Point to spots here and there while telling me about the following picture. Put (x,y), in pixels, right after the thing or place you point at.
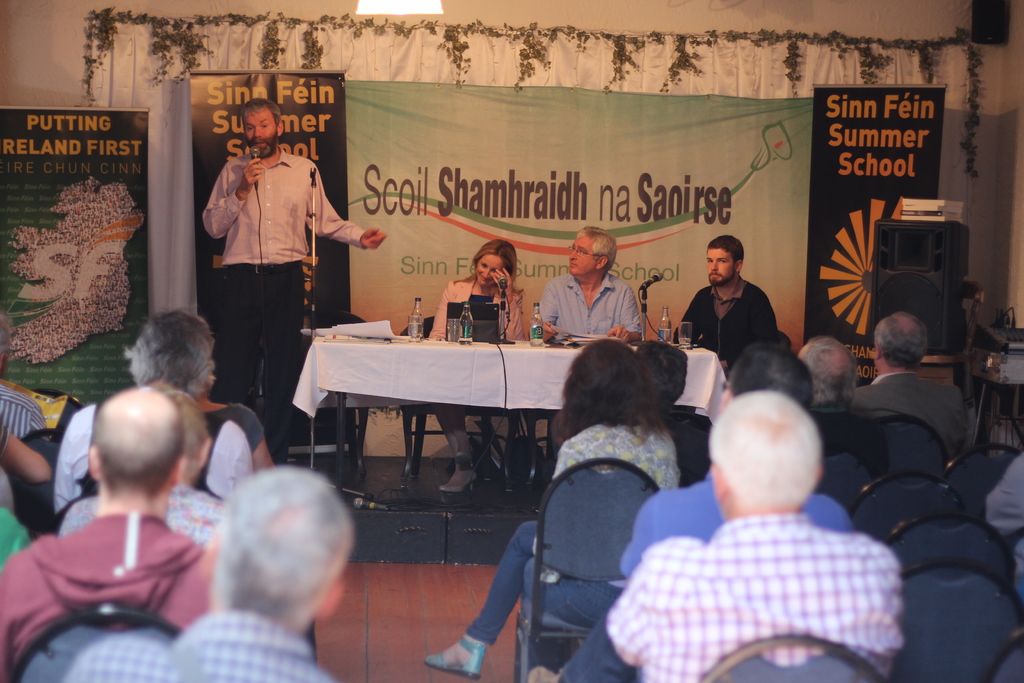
In the image we can see there are people (551,320) who are sitting on chairs (953,570) and there is a man (268,287) who is standing and holding mic (256,179) in his hand (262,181) and on table (360,352) there are water bottles (470,328), papers (593,340) and at the back (374,286) there is banners (653,324) and people (592,370) are looking at the person (281,241) who is standing and there are speakers (953,260) over here.
